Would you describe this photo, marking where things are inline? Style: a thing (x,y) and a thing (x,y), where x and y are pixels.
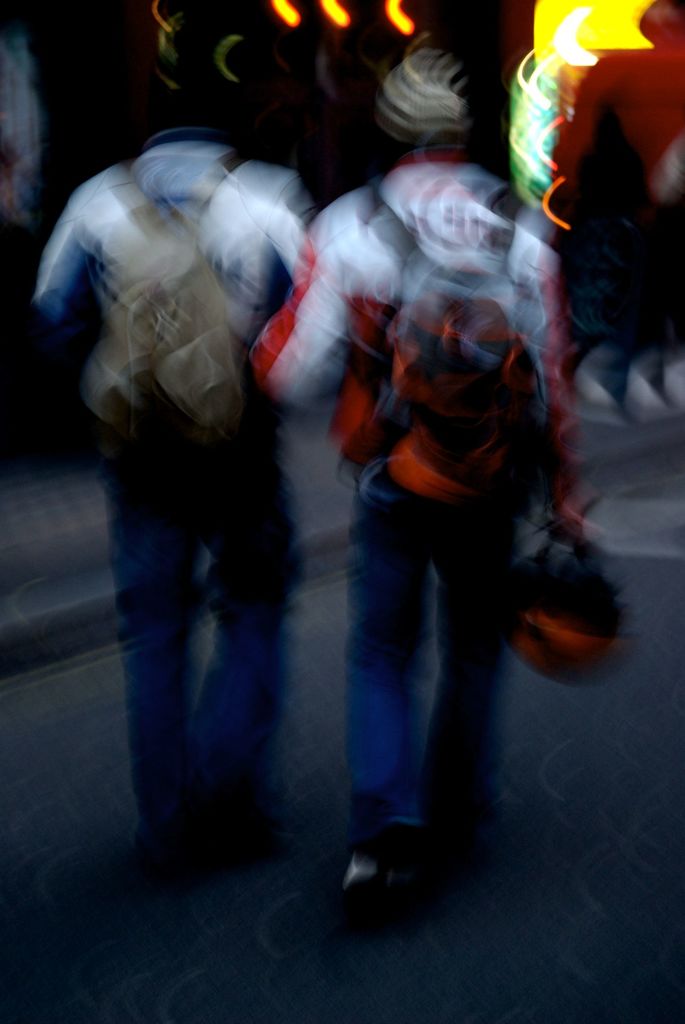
In this image we can see two persons (279,716) are walking, but the image is in a blur.
